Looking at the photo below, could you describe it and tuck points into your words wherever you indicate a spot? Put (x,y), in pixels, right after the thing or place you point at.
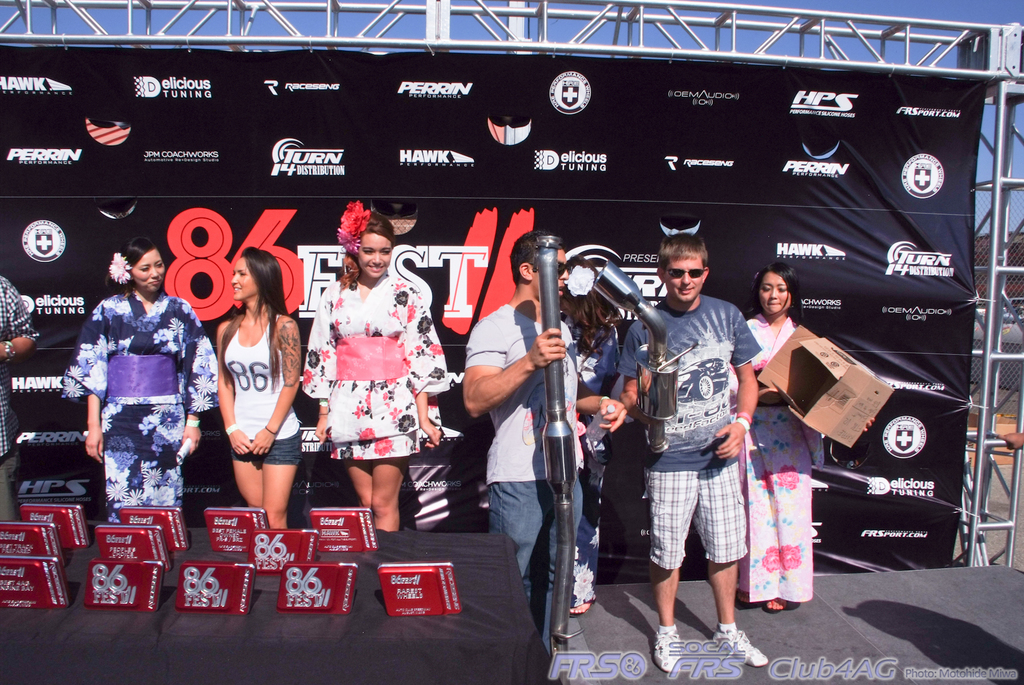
On the left side (238,585), there are numbers (295,560) and name plates (160,565) arranged on a table (72,577) which is covered with a cloth (223,629). Beside this table (477,617), there is a person (521,243) holding a pipe (559,398) with a hand (559,349), holding a bottle (598,430) with the other hand (614,399), speaking and standing. Beside him, there are other persons (627,406). One of them is holding a box (844,402). In the background (933,172), there is a black color banner (251,133) attached to a roof (765,28) and there is blue sky (136,20).
